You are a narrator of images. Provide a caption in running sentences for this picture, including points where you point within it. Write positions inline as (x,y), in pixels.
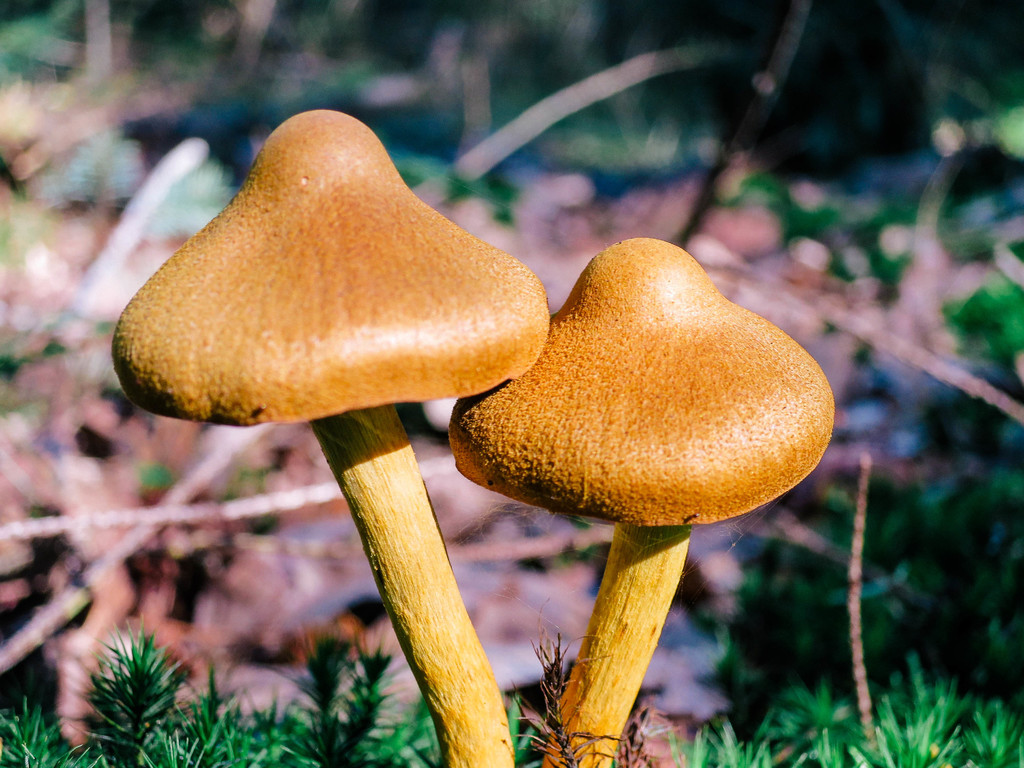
Here we can see mushrooms (785,452) and grass (151,740). There is a blur background (706,24).
